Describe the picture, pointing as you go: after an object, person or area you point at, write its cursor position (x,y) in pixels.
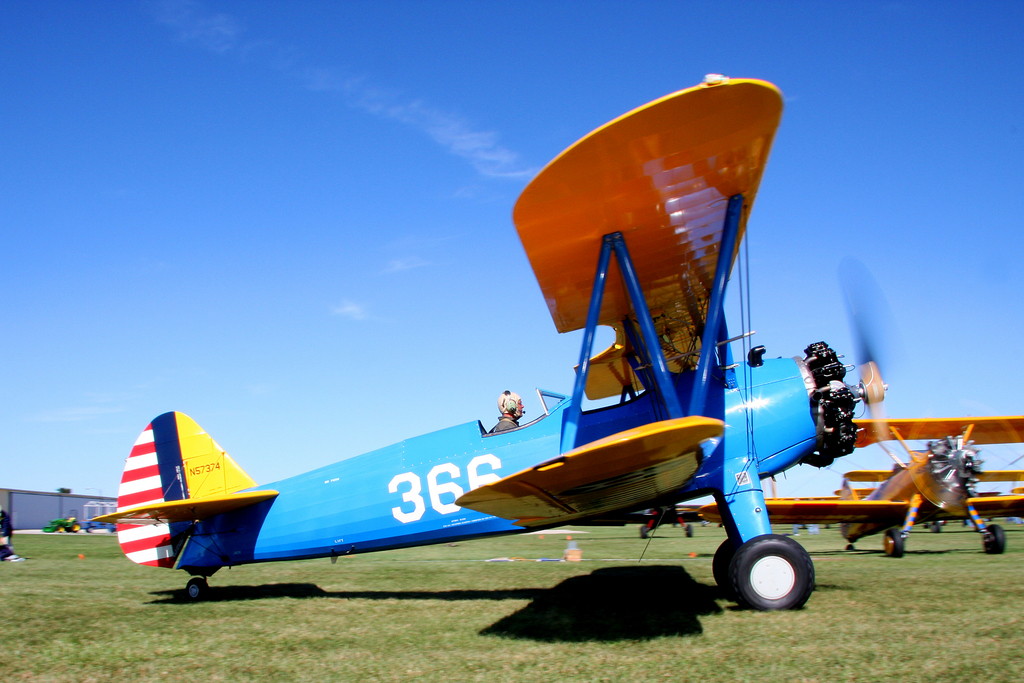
There are aircraft (679,382) on the ground (652,557). And a person (501,420) is sitting in the aircraft (459,467). Also there is a number (412,491) on the aircraft (440,482). On the ground (49,568) there is grass (377,614). In the background (314,168) there is sky (342,126).
